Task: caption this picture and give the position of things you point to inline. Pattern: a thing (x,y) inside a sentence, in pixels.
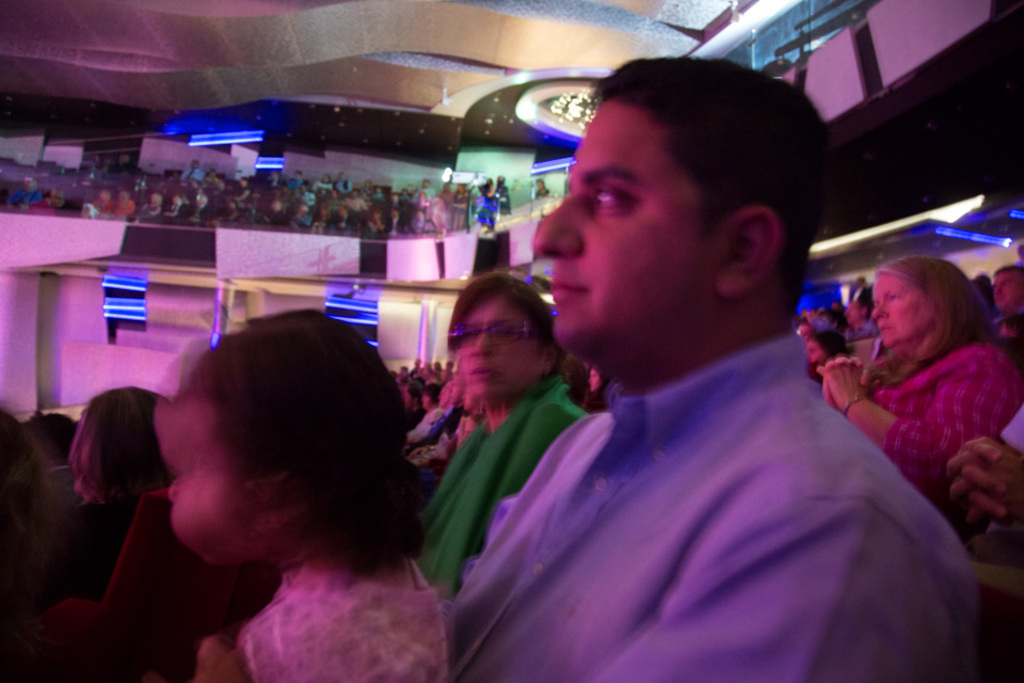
In this image we can see a group of people (785,309). One person (582,488) is holding a baby (340,545) in his hand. One woman (456,493) wearing a green dress (518,418) with spectacle (493,327). in the background (1005,281), we can see lights (348,301), windows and group of audience (469,201).
